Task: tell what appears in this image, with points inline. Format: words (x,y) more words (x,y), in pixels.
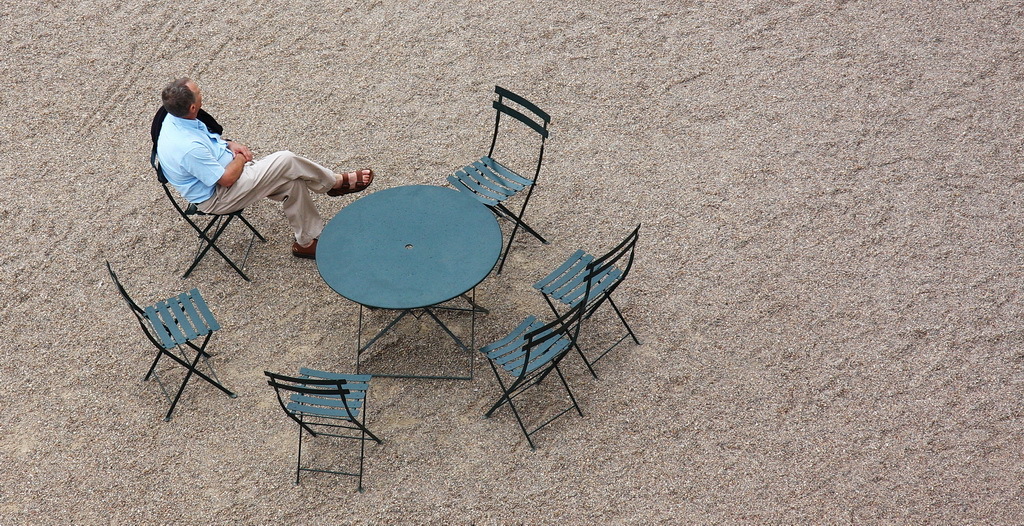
In this image we can see this person (215,152) wearing blue color shirt (204,171) is sitting on the chair (201,236). Here we can see few more chairs (496,350) and table (495,236) placed on the ground (616,427).
